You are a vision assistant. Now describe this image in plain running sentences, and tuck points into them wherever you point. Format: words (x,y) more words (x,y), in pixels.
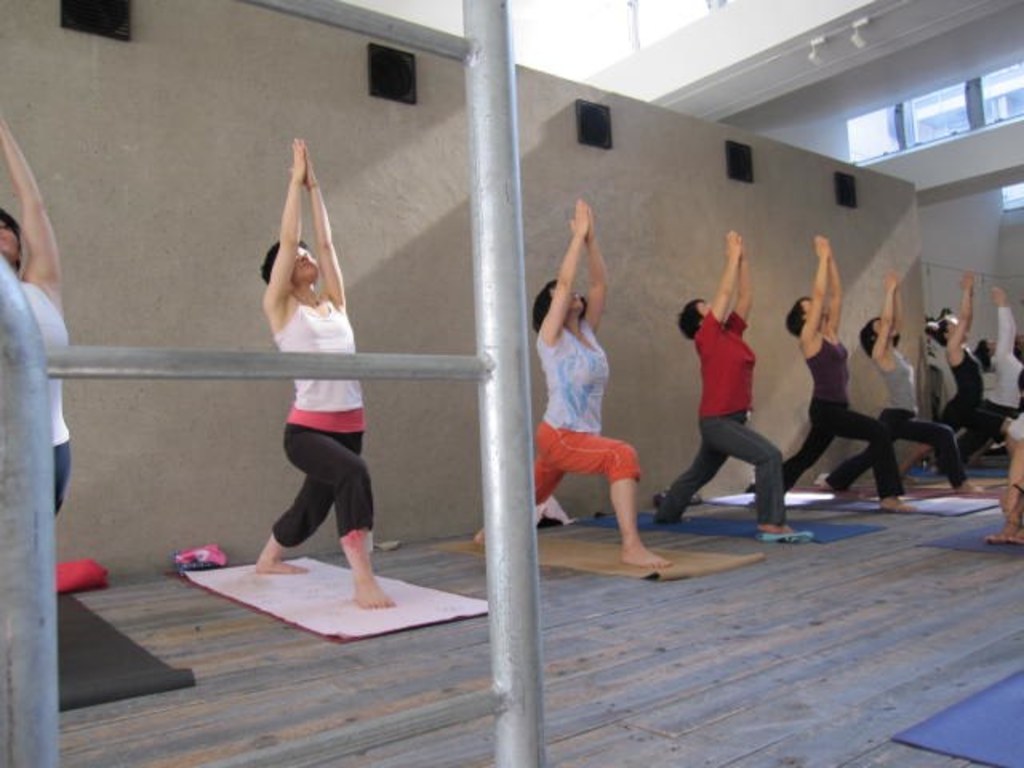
In this picture, we can see a few people (618,520) doing yoga, we can see the ground (626,705) and some objects (516,692) on the ground (605,697) like mats (327,637), poles (520,671), and we can see the wall (701,248) and some objects (1007,78) attached to it like, windows (996,89), vents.
